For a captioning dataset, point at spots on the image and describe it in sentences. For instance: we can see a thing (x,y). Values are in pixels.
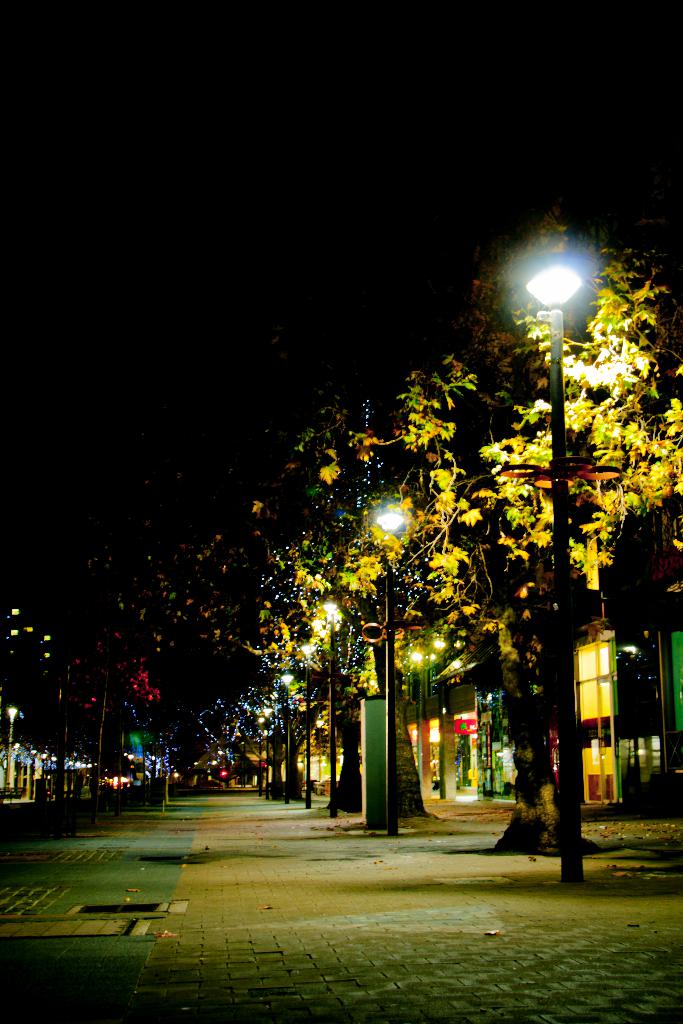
In this image there are trees (378,690) and we can see poles (391,681). There are lights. In the background (53,660) there are buildings (679,648) and sky (207,345).
